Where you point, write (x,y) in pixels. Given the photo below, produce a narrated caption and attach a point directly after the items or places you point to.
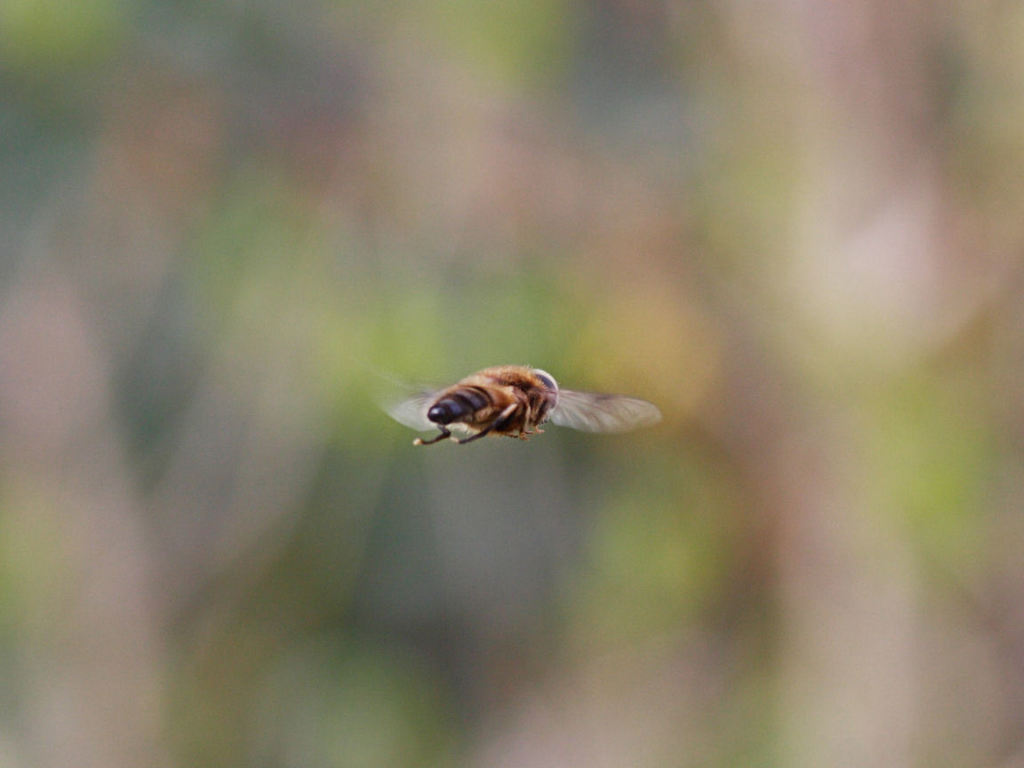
In the center of the image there is a fly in the air (528,472) and the background of the image (519,484) is blur.
